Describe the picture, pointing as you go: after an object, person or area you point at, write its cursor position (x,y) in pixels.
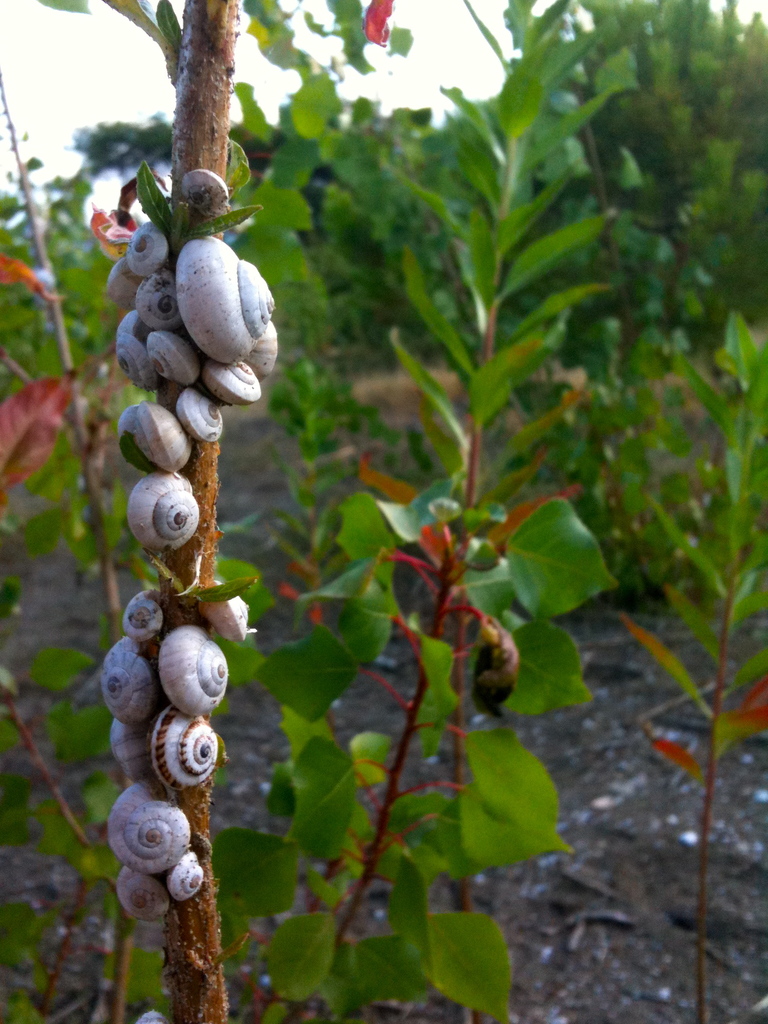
In this picture there is a stem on the left side of the image (145,534), on which there are shells (143,228) and there are other plants (302,387) in the background area of the image (426,400).
